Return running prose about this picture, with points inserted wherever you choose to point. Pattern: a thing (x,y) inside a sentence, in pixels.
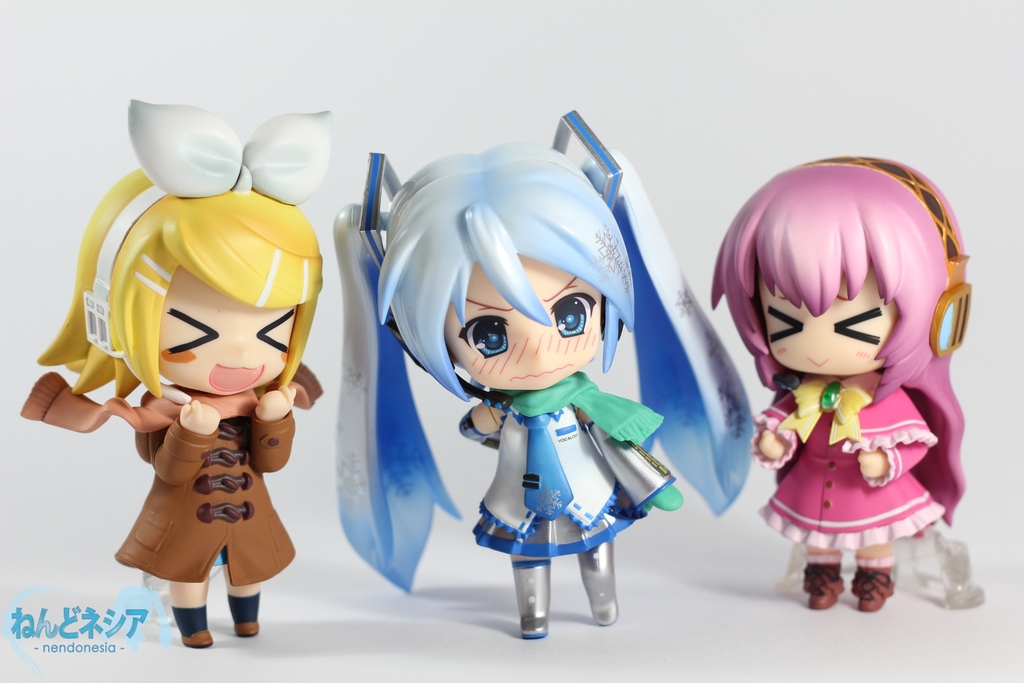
In this image, we can see some toys (593,522).
